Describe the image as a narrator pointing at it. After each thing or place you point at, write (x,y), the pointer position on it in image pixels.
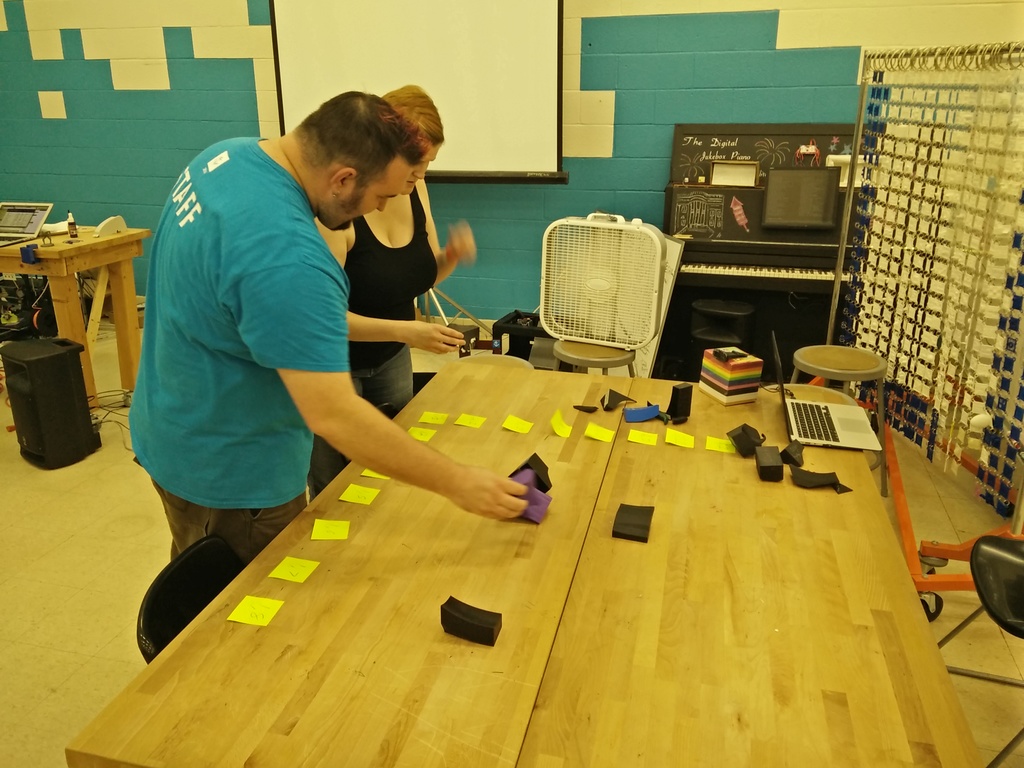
As we can see in the image there is a green color wall (642,70), screen (467,25), two people (348,116) standing over here, chair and a table (629,483). On table (629,483) there is a laptop (788,413) and a box (737,385) and there is a black color speaker (52,374) over here.
